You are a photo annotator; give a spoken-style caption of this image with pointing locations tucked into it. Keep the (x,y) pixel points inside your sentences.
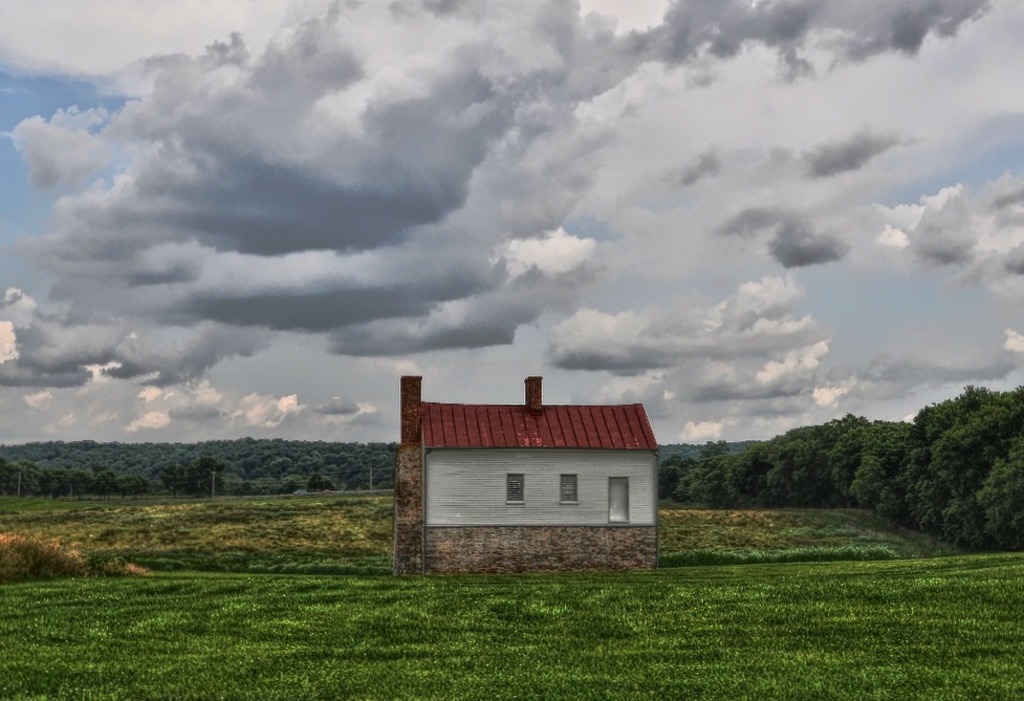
In this image I can see the house (409,573) and the grass (475,580). In the background (702,487) I can see many trees (915,481), clouds (340,237) and the sky (10,401).
